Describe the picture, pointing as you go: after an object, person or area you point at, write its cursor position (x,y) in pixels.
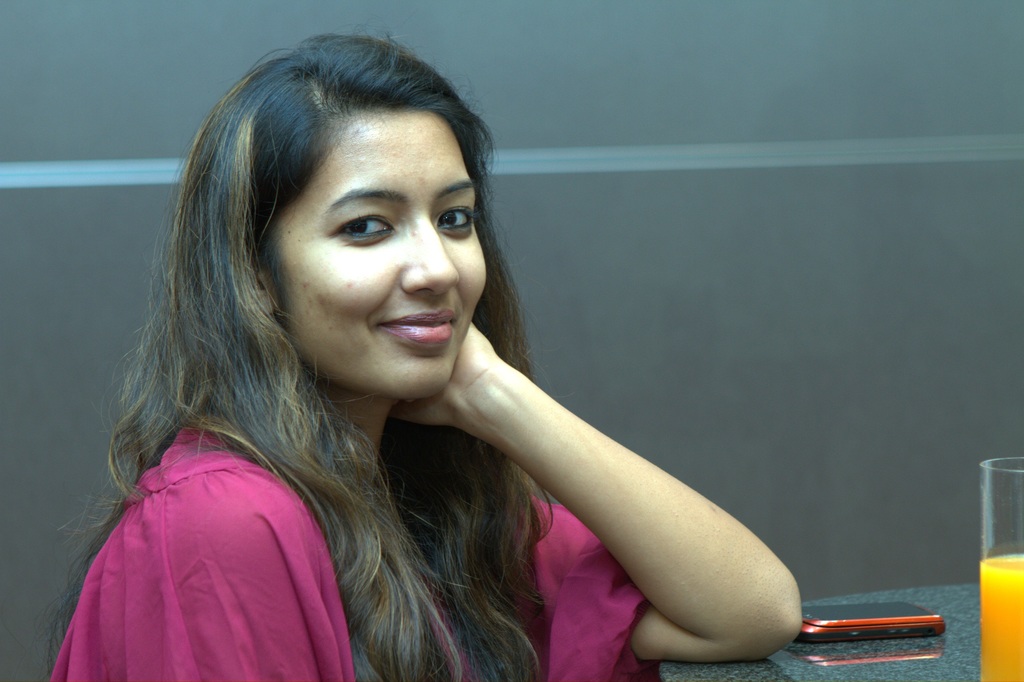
Here in this picture we can see a woman (361,324) present over there and she is smiling and in front of her we can see a table (951,667), on which we can see a mobile phone (909,628) and a glass (1010,495) of juice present over there.
